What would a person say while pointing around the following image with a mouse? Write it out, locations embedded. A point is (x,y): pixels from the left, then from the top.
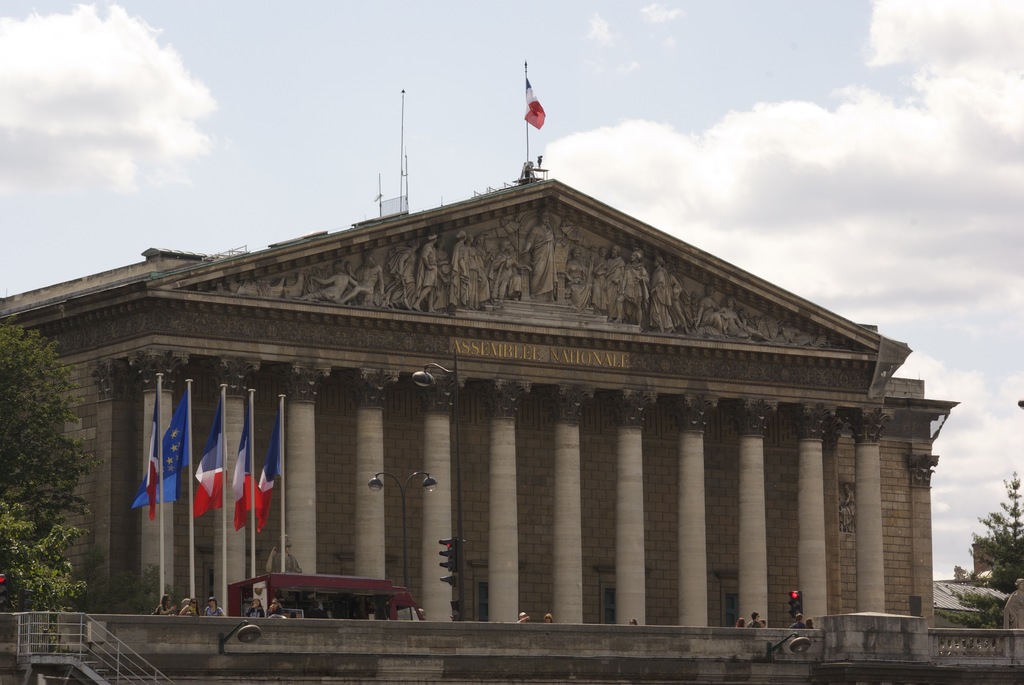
In this image we can see a building (633,511), there are the pillars (748,548), there are the flags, there are persons (522,614) standing, there is the tree (59,402), there is traffic signal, at above the sky (608,167) is cloudy.
